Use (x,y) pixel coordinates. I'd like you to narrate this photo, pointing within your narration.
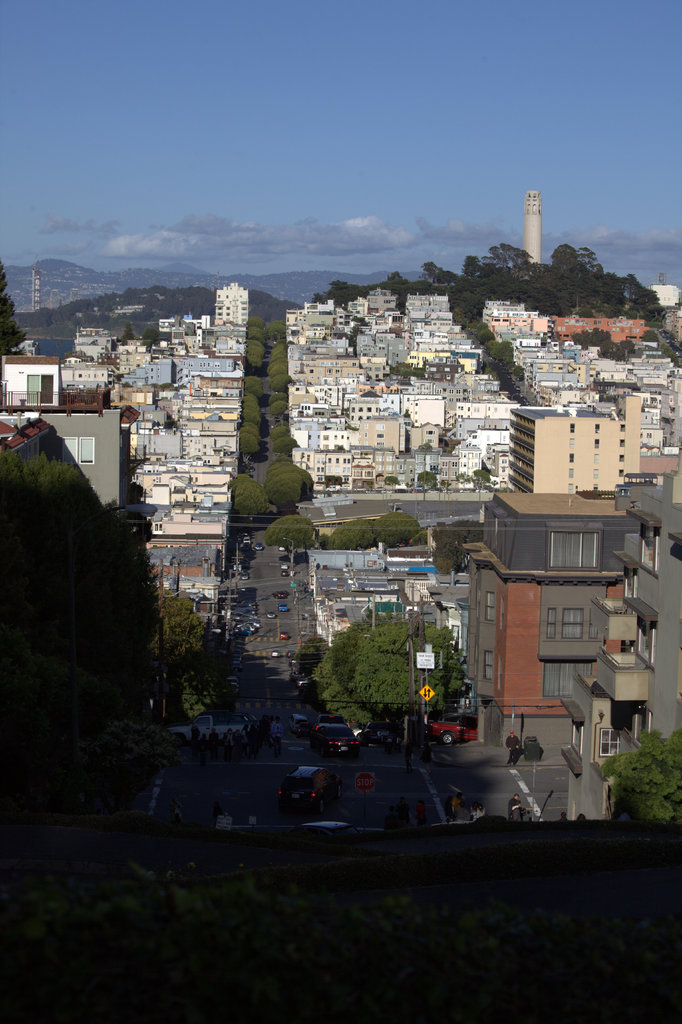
In this picture we can observe houses (202,375). There is a road (260,558). We can observe trees (244,482) in this picture. On the right side (530,226) there is a tower (531,211). In the background (199,275) there are hills (173,265) and a sky (223,228) with clouds (367,236).
